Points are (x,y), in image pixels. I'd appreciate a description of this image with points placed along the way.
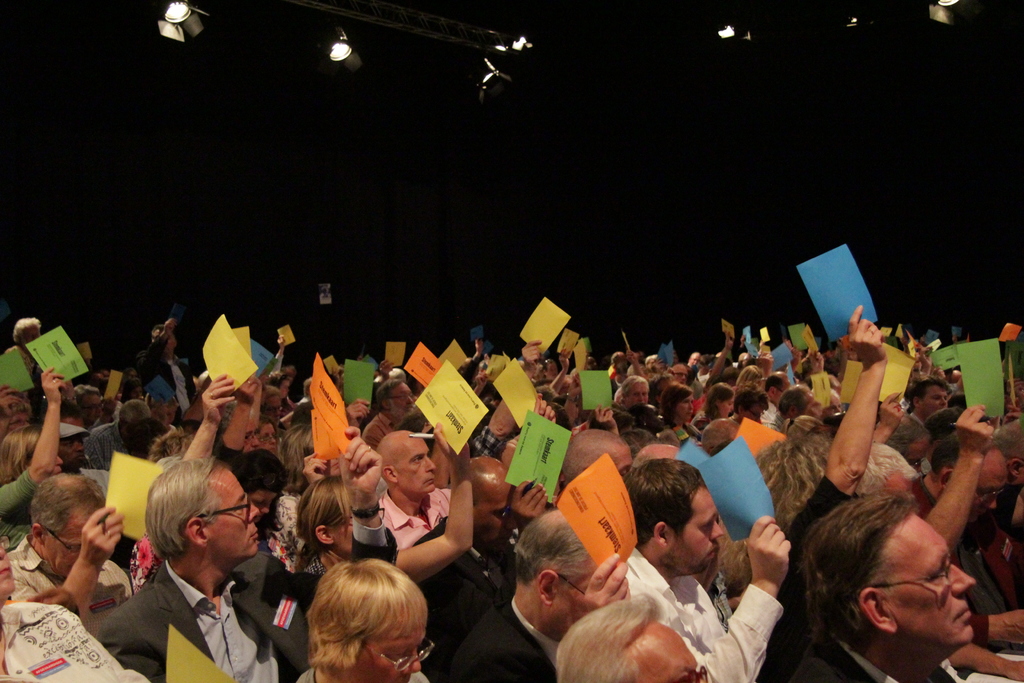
In this picture I can see few people (412,459) are sitting and holding papers (531,446) in their hands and I can see few lights (169,27) on the ceiling (675,1) and I can see dark background (393,140).
